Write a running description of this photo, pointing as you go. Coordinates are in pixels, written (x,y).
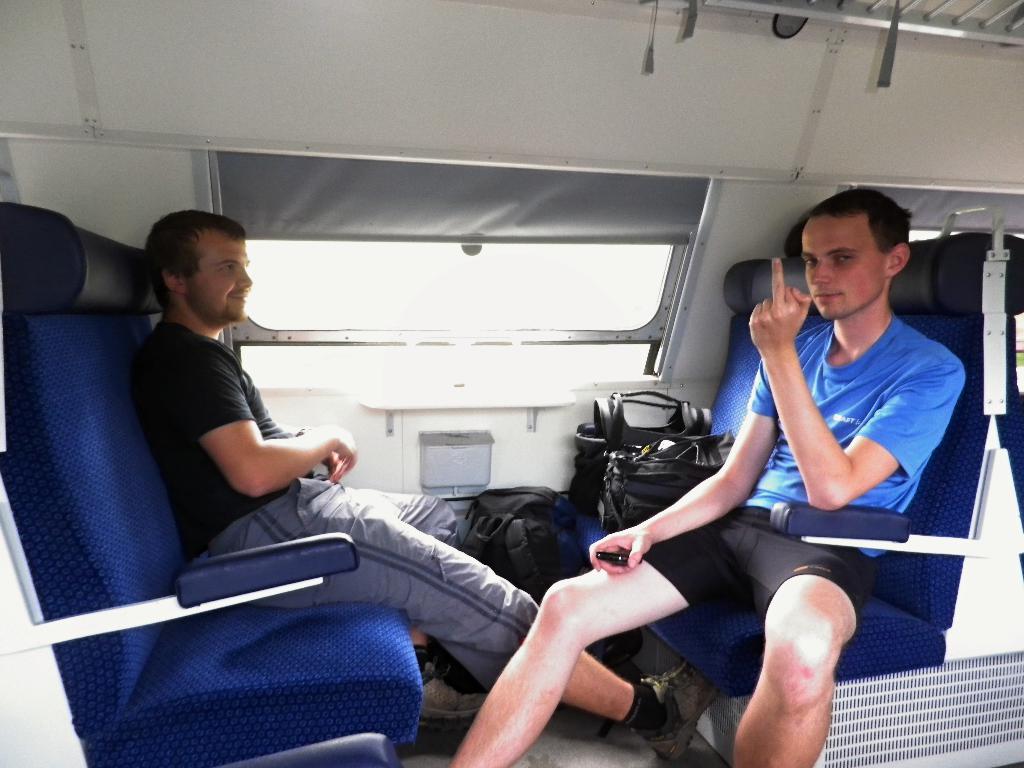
In this image in the center (380,506) there are persons (798,436) sitting and smiling and there are bags (616,474) in the front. On the left side (189,649) there is an empty seat (223,638) which is blue in colour. In the background (404,313) there is a window (515,316) and there is an object (375,203) which is grey in colour in front of the window (484,244). On the top (891,44) there are tags (897,32) hanging and there is a silver colour object (936,17).
